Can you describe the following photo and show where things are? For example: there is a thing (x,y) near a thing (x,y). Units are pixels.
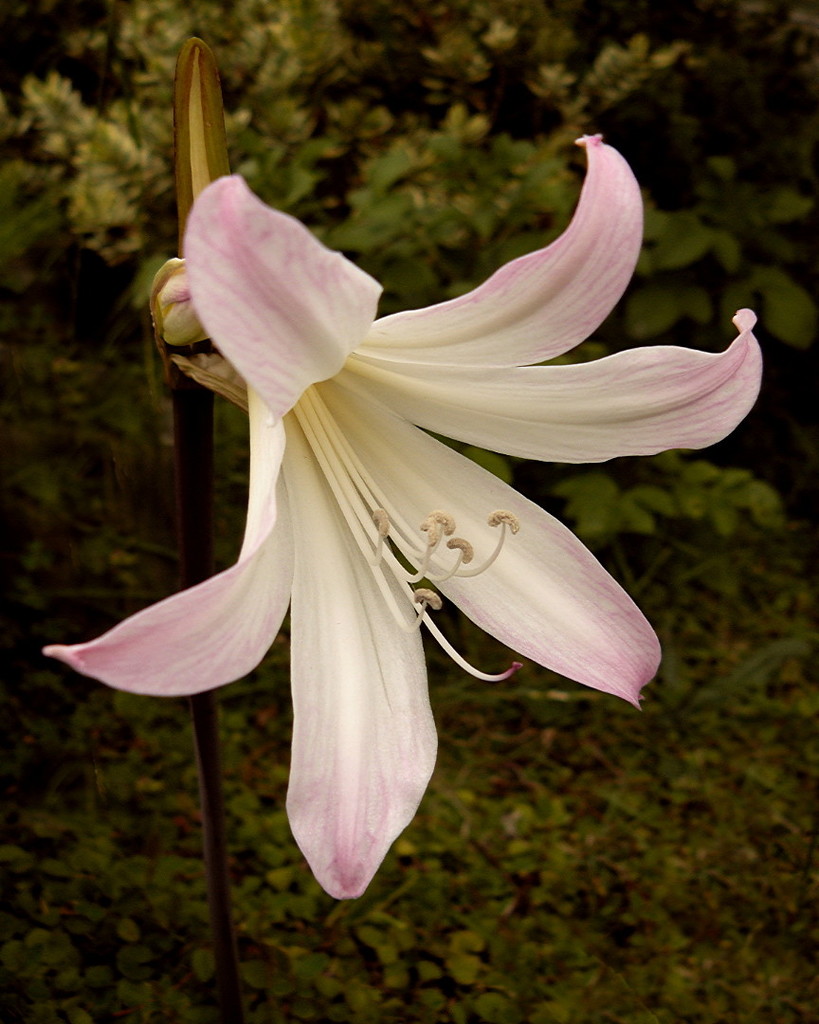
In this picture there is a flower (380,469) which is in pink and white color and there are trees (356,147) in the background (350,56).
